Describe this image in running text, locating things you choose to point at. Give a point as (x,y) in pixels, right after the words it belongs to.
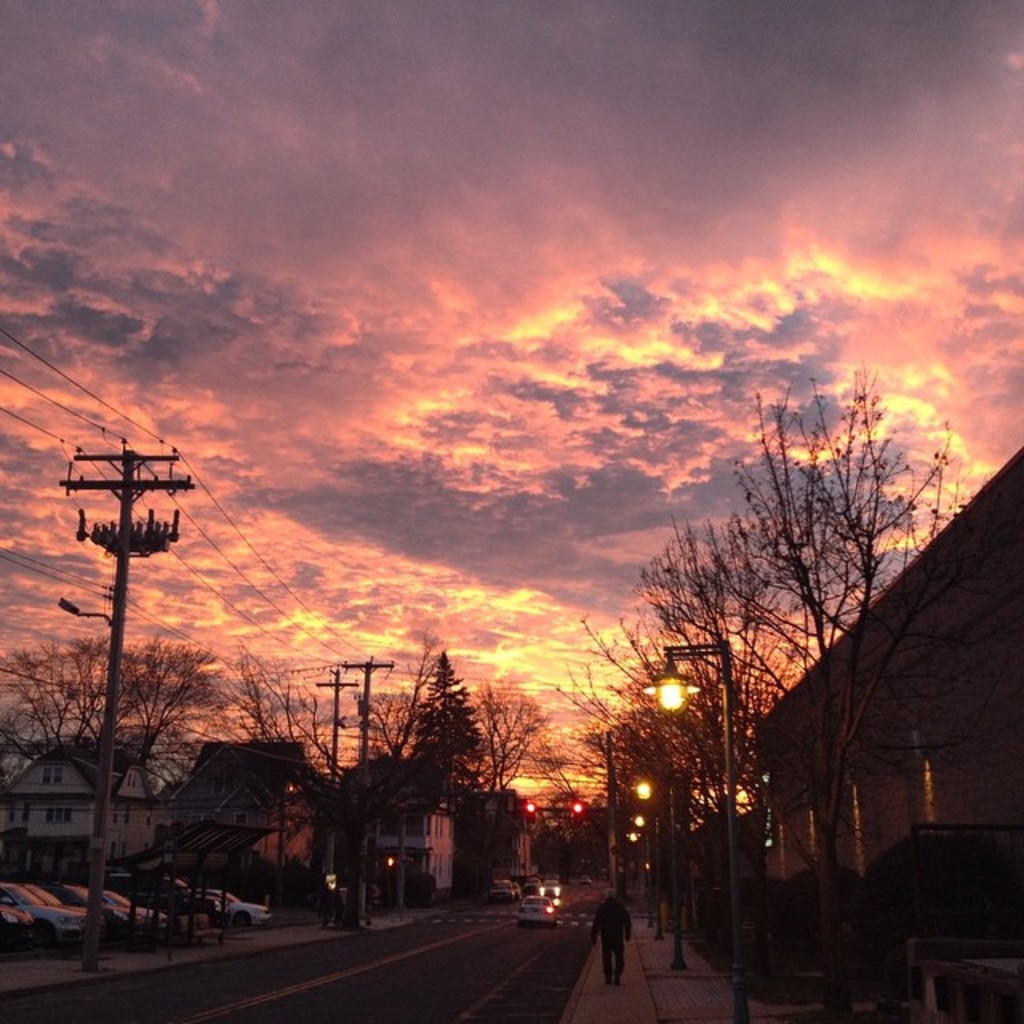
At the top of the image (313,81) we can see sky (411,407) with clouds (411,355), trees (872,448), electric poles (126,459) and electric cables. At the bottom of the image (903,801) we can see motor vehicles (553,919), persons (610,961), road (313,1004), buildings (908,596), street poles (730,799) and street lights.
